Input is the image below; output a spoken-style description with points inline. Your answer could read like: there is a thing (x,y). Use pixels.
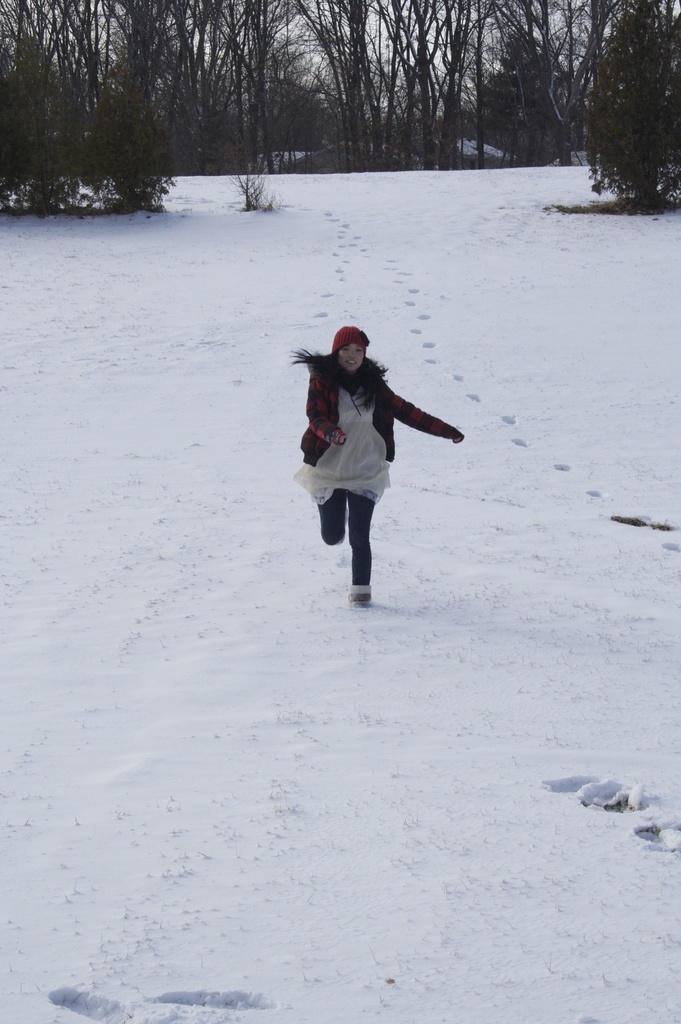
In this picture there is a girl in the center of the image (442,420), on the snow floor (293,342) and there are trees (106,91) at the top side of the image (9,151).
